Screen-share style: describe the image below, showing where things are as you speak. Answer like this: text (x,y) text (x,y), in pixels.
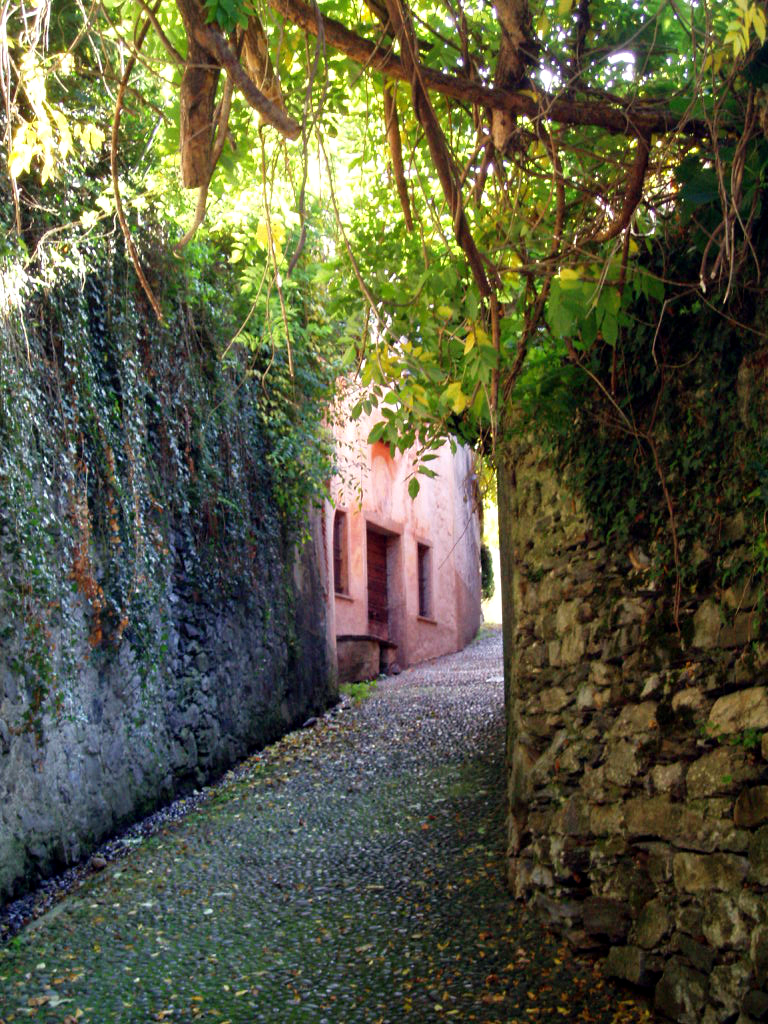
In this picture we can see wall (540,628), house (397,639), and trees (585,284).
